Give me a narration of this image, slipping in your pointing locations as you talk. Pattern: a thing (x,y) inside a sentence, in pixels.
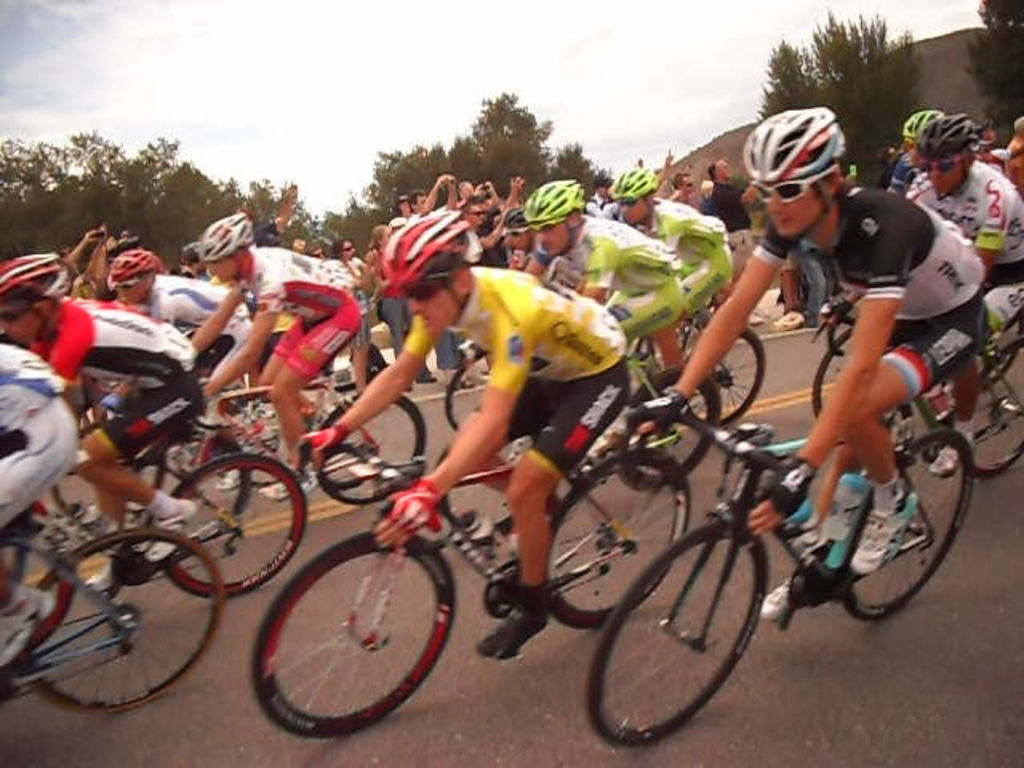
In this image there are a group of people (179,425) who are sitting on a cycle (241,500) and riding, in the background (342,247) there are some people (721,213) who are standing and there are some trees (813,102) and mountains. At the bottom (308,705) there is road (769,691).
